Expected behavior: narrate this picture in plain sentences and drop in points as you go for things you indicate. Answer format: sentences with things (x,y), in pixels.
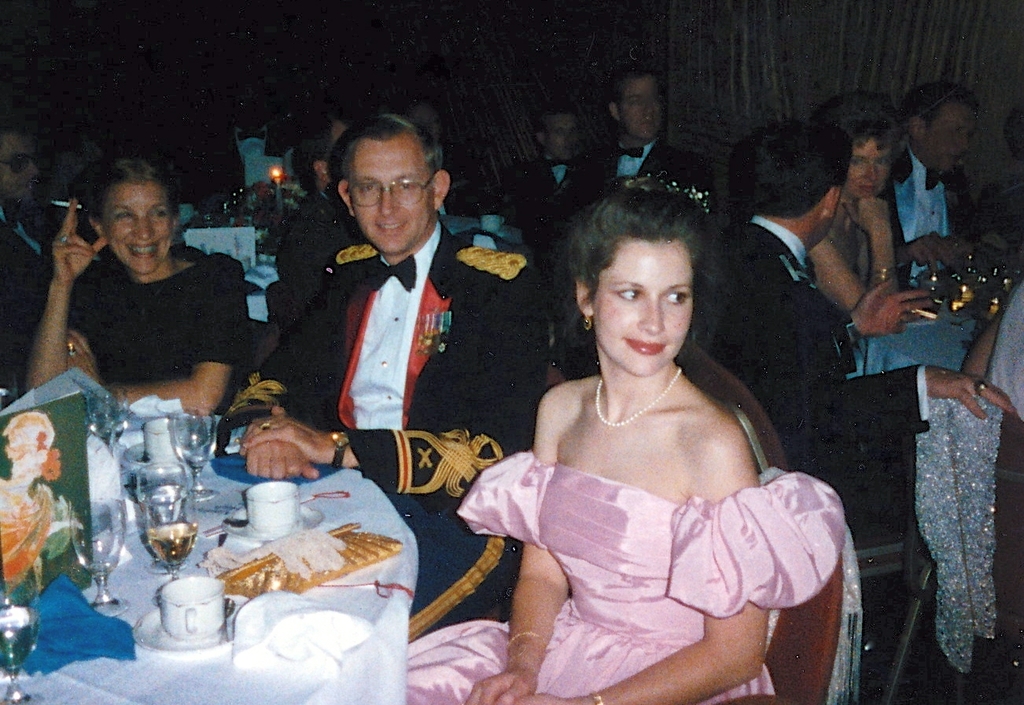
In this image there are so many people (536,514) sitting around the table (237,481) on which we can see there are some glasses (13,670) and coffee cups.
